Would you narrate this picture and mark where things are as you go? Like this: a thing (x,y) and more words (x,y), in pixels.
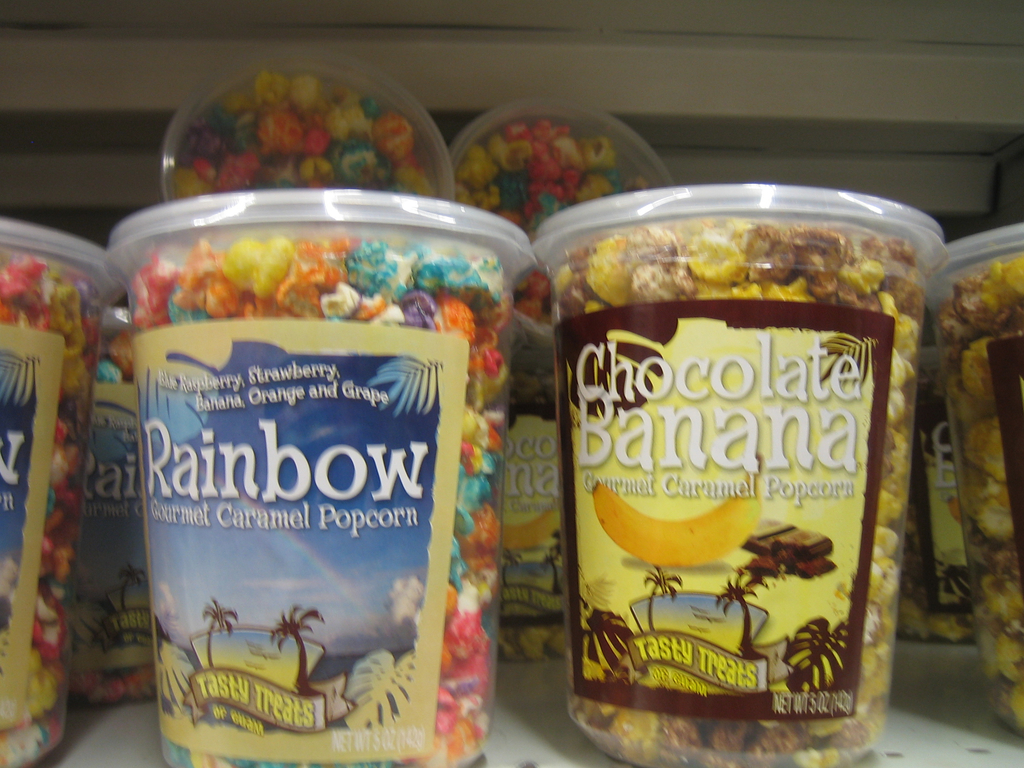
In this image there are many boxes of popcorn (405,376) on the shelf (935,710). There are a few labels (223,441) with a text (395,458) and images (303,654) on the boxes (884,419).
